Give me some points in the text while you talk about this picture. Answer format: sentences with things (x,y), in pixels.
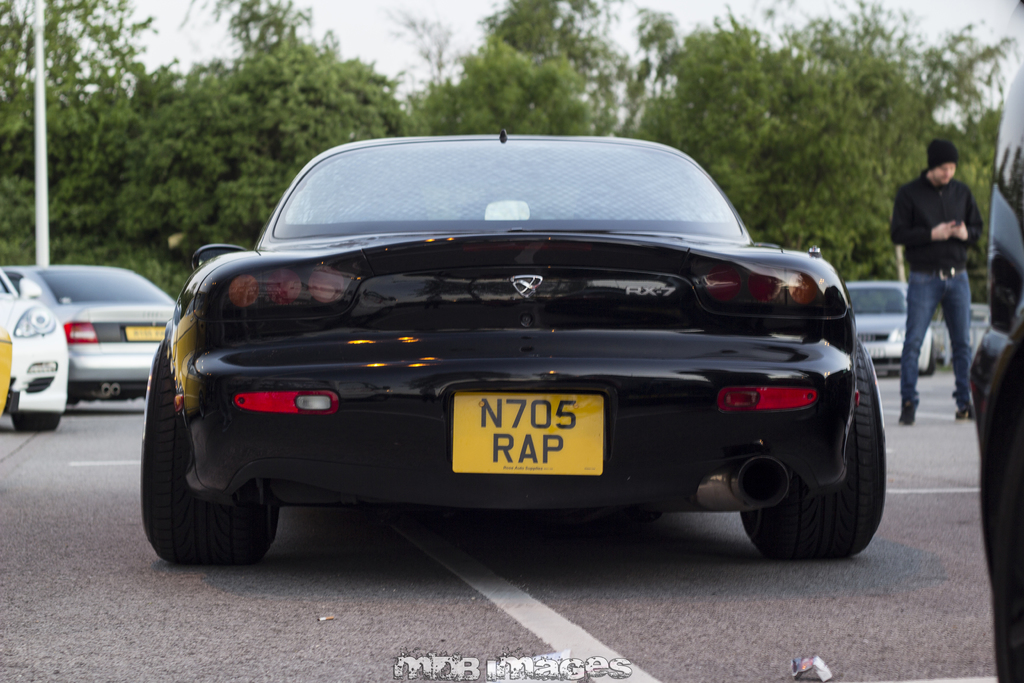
As we can see in the image there are cars (555,252), trees (744,123), a person (948,268) wearing black color jacket (974,237) and there is sky (464,33).
